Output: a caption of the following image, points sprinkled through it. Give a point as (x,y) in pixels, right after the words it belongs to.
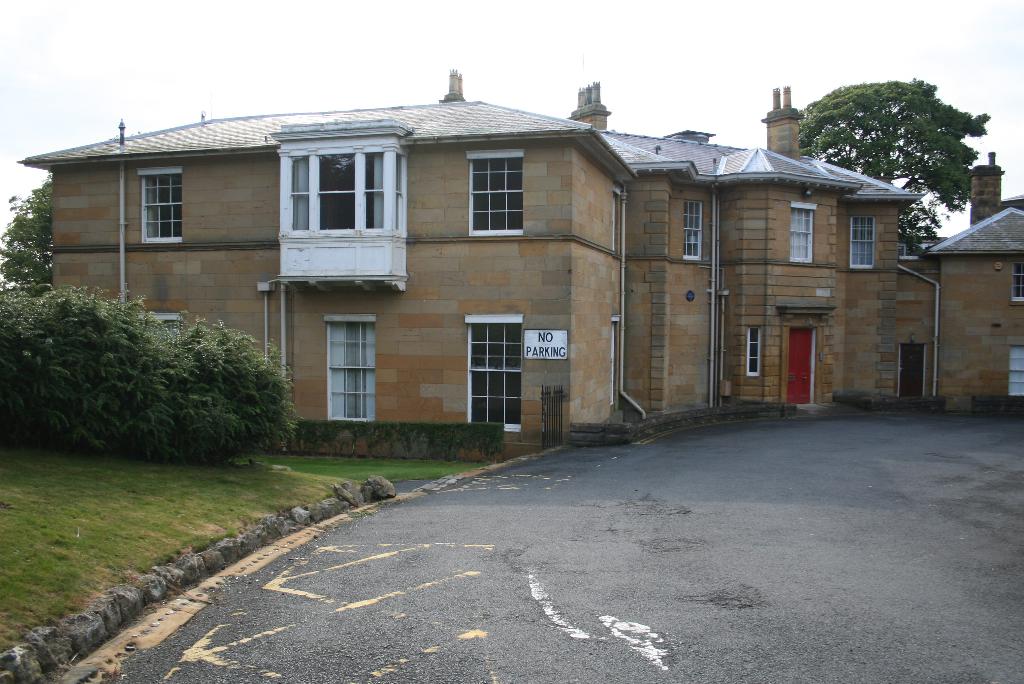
In this image we can see buildings (362,327), pipelines (717,259), windows (319,194), trees (860,151), sky (690,102) with clouds (210,101), bushes (131,385), ground (298,479), stones (73,619) and road (778,540).
